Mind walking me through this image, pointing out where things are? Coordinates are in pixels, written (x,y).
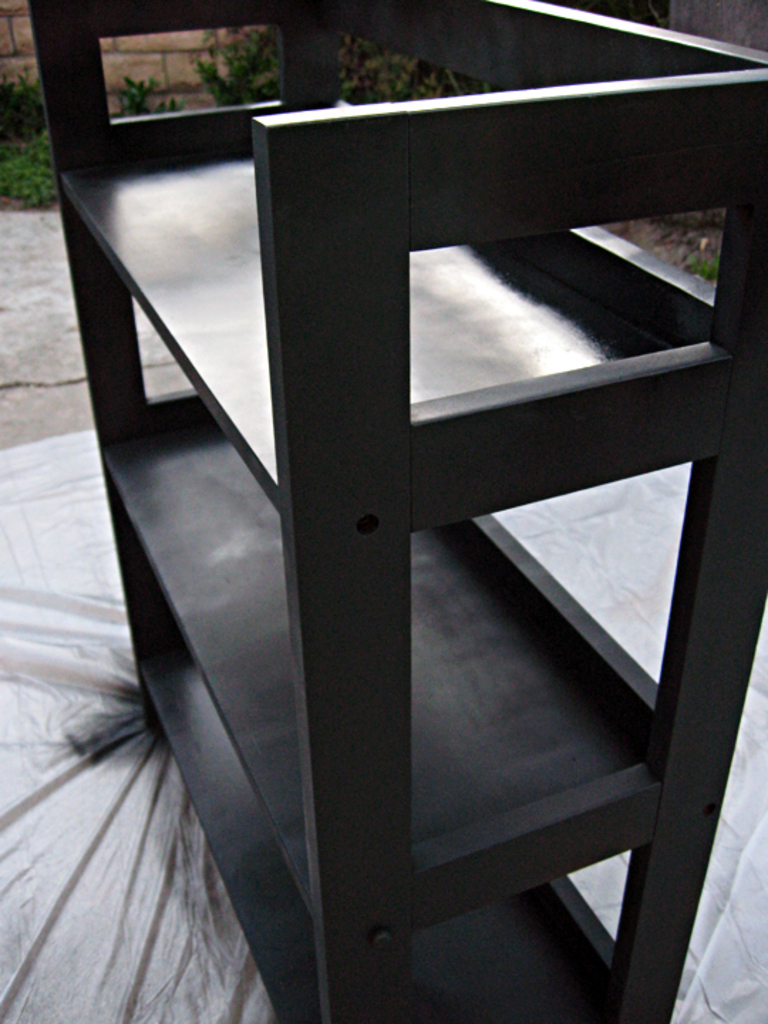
In the center of the image (451,343) there is a rack (224,812). In the background (182,105) there is a wall (133,70) and plants (234,66).
